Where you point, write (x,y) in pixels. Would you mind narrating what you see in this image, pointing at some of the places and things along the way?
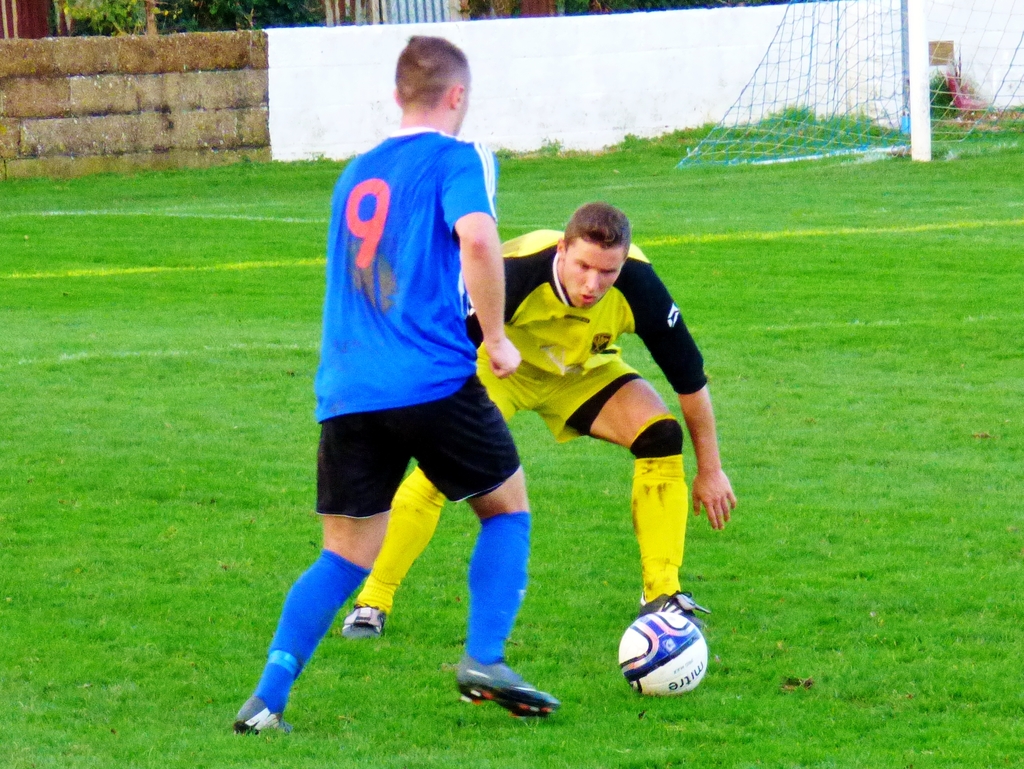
In this image, we can see some people (560,360) wearing T-shirt (527,343) and shorts (506,436). We can see the ground (691,561) with some grass (622,176). We can see a ball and the net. We can see the wall (139,90) and some plants (143,17).
